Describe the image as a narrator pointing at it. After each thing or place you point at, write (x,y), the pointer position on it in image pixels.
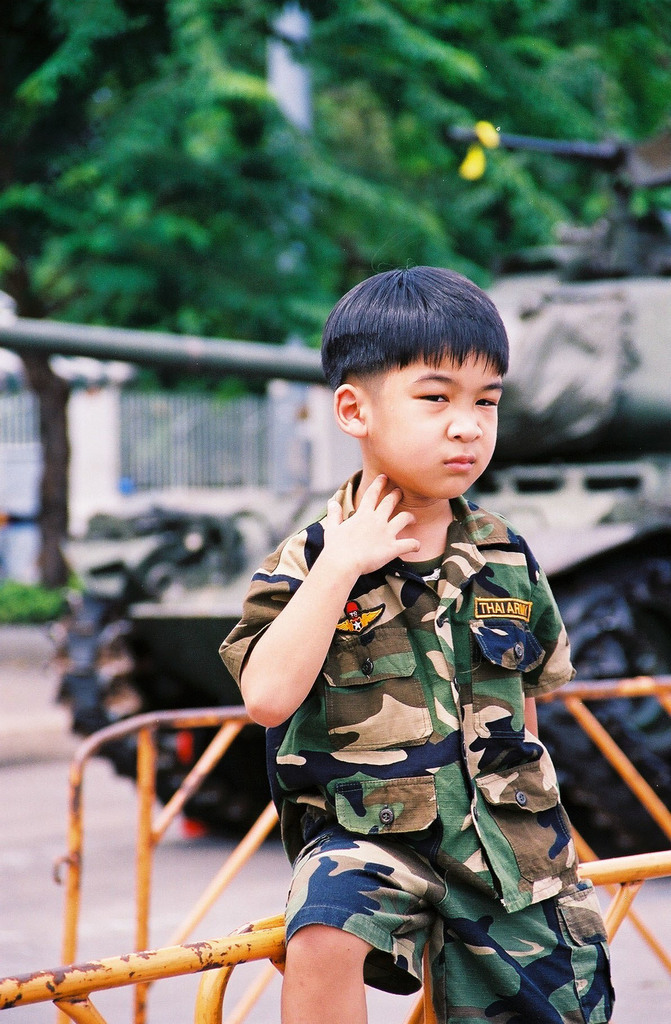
There is a kid (388,747) sitting on a orange color fencing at the bottom of this image (462,881). There is a army tanker (558,503) in the background (569,462). There is a fencing (101,423) in the middle of this image (253,414) and there are some trees (298,161) at the top of this image (229,188).
